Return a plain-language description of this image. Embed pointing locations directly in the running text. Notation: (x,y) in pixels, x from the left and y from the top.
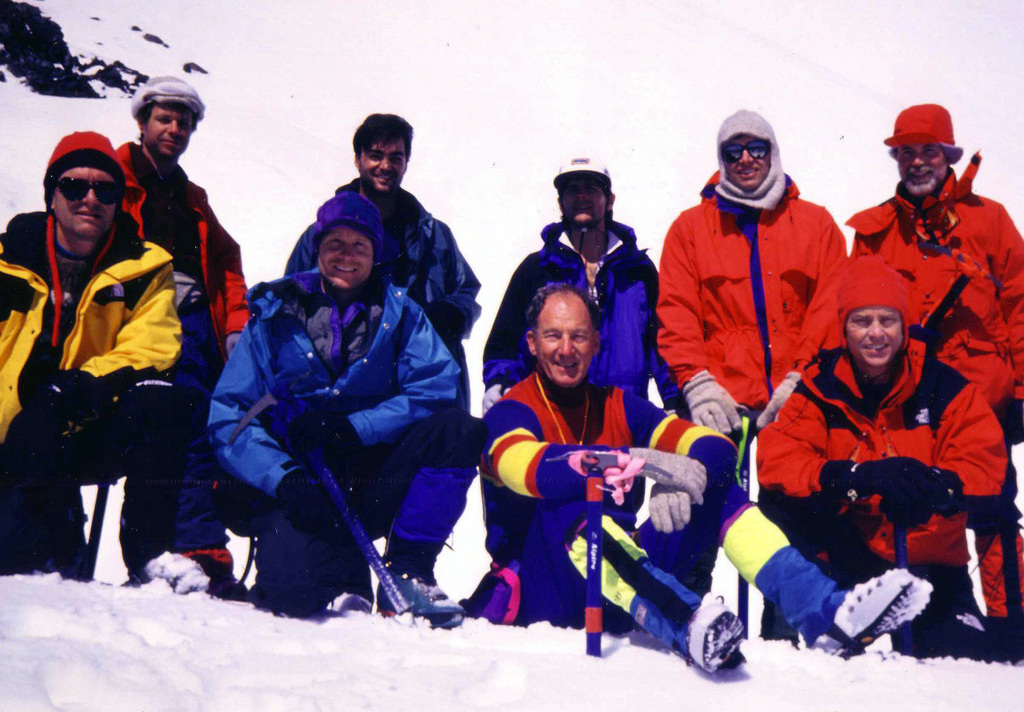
In this image we can see group of people (427,342) on the snow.
